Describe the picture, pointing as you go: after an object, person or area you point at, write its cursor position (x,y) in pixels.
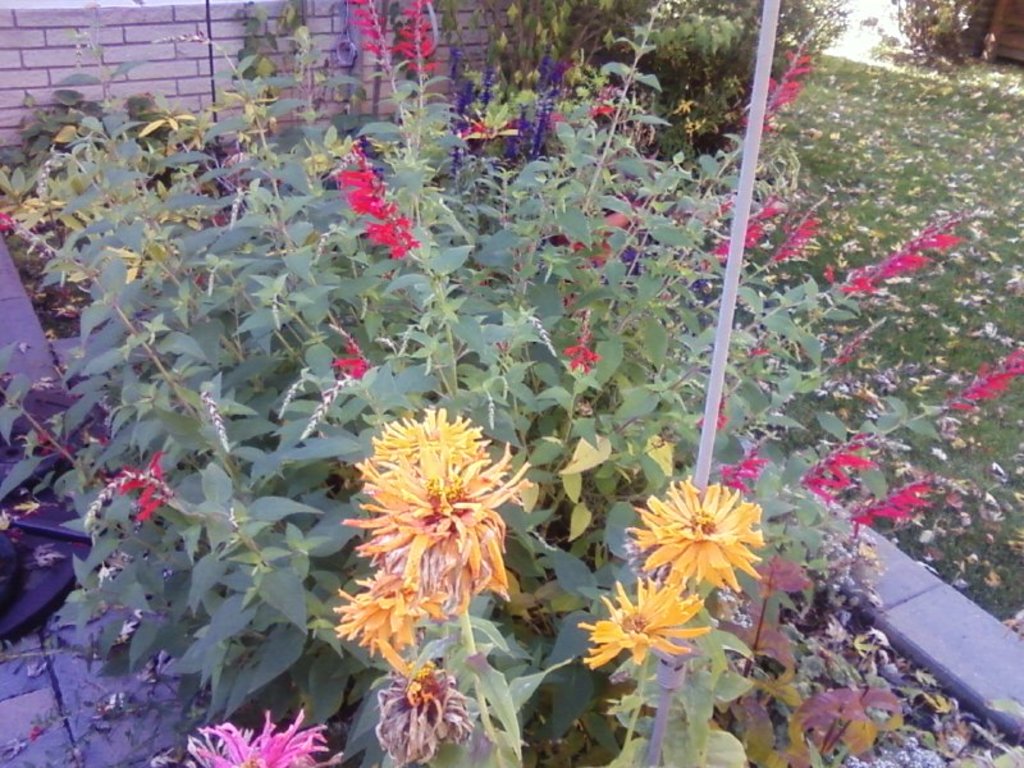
In this picture I can see there are few plants (464,497) and they have different colors of flowers (339,619) like red, blue, yellow. There is a wall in the backdrop (702,41) and there is a plant (682,44), on to right (892,147) there is grass (892,147) on the floor (892,147) and there are dry leaves (892,147) on the grass (848,67).
